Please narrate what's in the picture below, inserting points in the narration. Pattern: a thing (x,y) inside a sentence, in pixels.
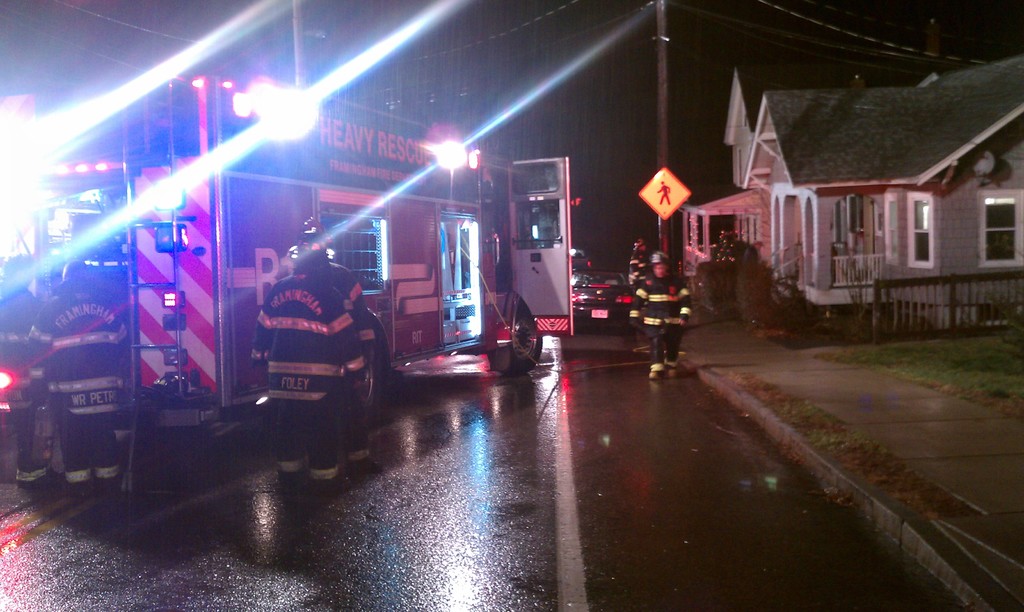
In this image we can see a vehicle (367,227) on the road (272,553). And few people (324,368) are standing here. And right side of the picture (874,241) there is a house (927,263). And even we can see grass (994,362) here. There is a pole (662,121) and one sign board (656,182) is attached to it. And there is a car (599,323) on the road (604,338). Here we can see a person (638,253) standing on the road (667,377). And this is the sky (596,83).
